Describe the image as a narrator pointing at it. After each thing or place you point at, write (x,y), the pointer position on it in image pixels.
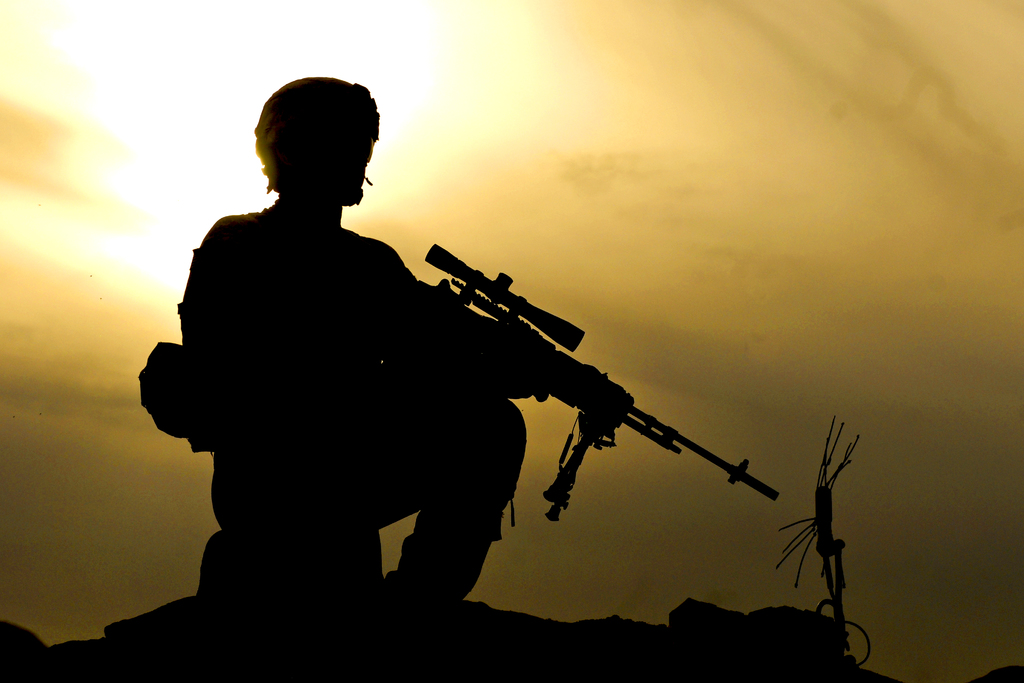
In this picture, there is a man (345,589) holding a gun (612,407). He is sitting on the rock (331,661). In the background (546,108), there is a sky (690,203).
